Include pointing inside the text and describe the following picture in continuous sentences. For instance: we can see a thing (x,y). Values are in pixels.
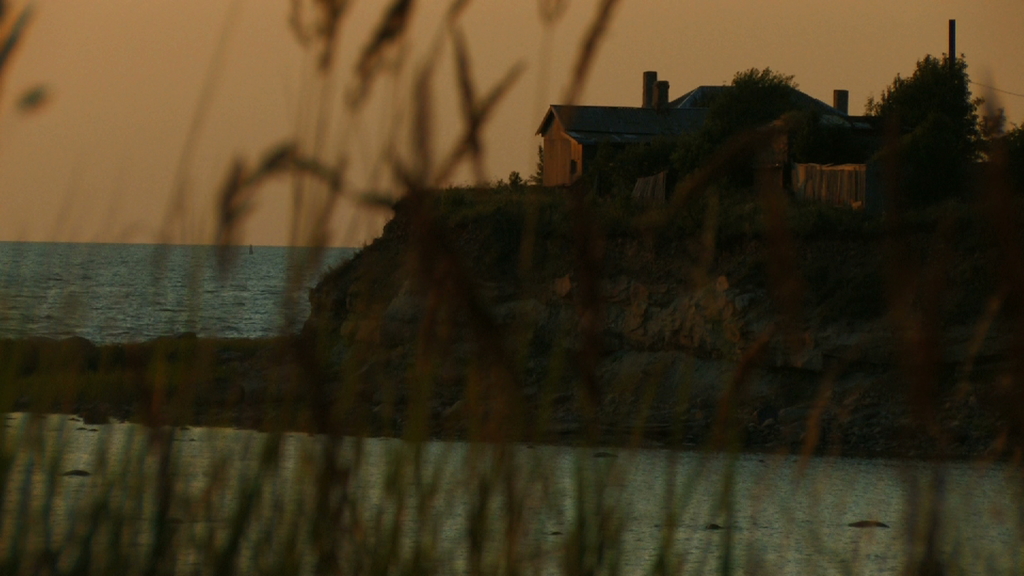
This is the picture of a sea (65,419). On the right side of the image (828,139) there is a building (654,96) and there are trees (909,83) on the hill (631,356). On the left side of the image (115,323) there is water (378,486). At the top (244,118) there is sky (344,65). In the foreground (470,118) there are plants (93,510).
